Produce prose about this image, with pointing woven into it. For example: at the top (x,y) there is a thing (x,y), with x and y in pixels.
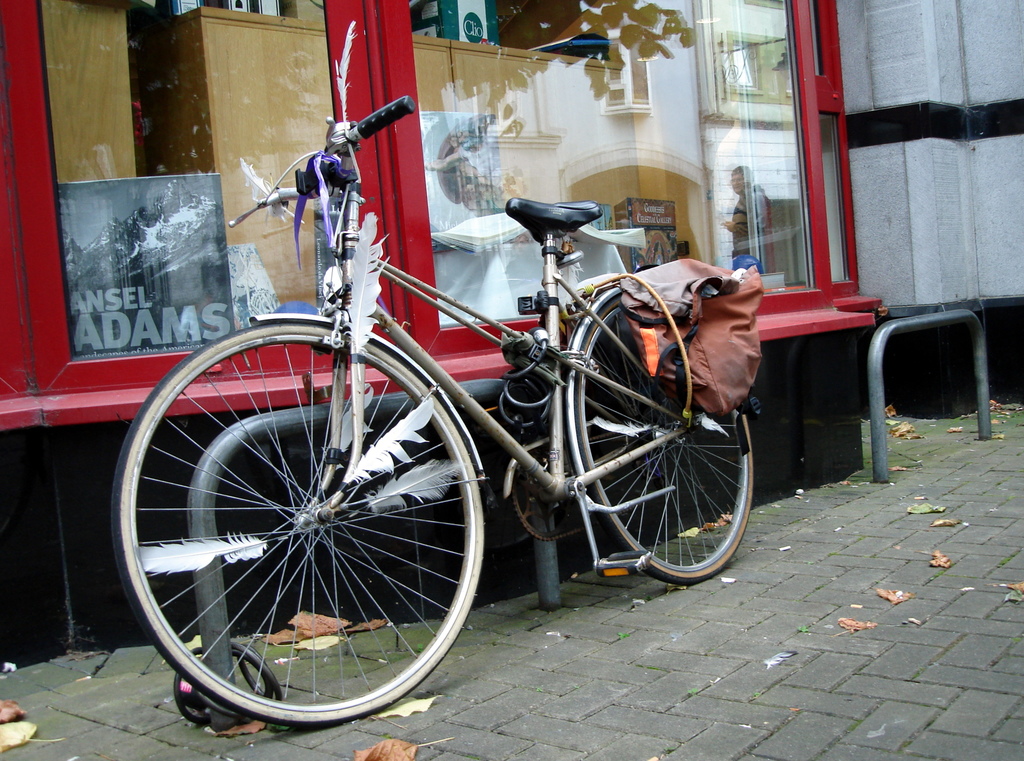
In the middle of the image (549,254) we can see a bicycle (557,394), in the background (822,368) we can find few metal rods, building (868,195) and glass (435,82), in the reflection (683,158) we can see a man (745,198), on the left side of the image (135,328) we can see a poster (189,269) on the glass (291,142).
